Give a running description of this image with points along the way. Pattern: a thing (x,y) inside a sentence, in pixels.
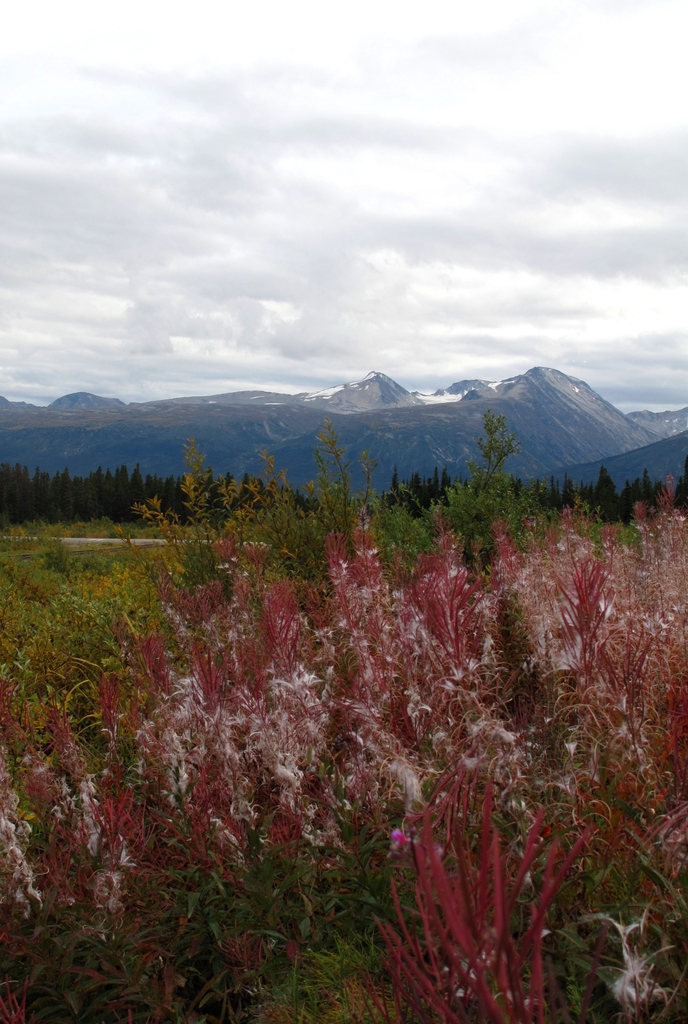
At the bottom of this image (496,938), there are plants (514,1004) on the ground (485,993). In the background (531,456), there are trees (442,482), mountains (570,456) and there are clouds (440,313) in the sky (331,90).
